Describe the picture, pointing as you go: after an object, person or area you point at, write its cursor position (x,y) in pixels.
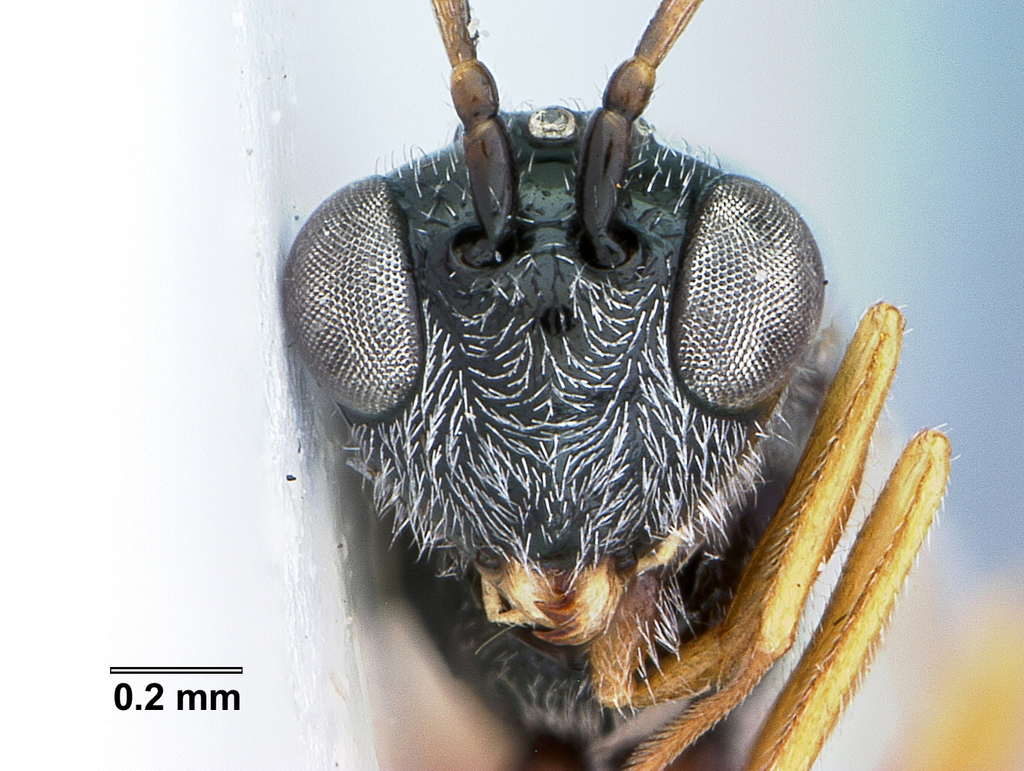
On the bottom left (188,692), there is a scale bar (186,672). In the center (669,415), there is a wasp head (665,584). And the background is blurred.
